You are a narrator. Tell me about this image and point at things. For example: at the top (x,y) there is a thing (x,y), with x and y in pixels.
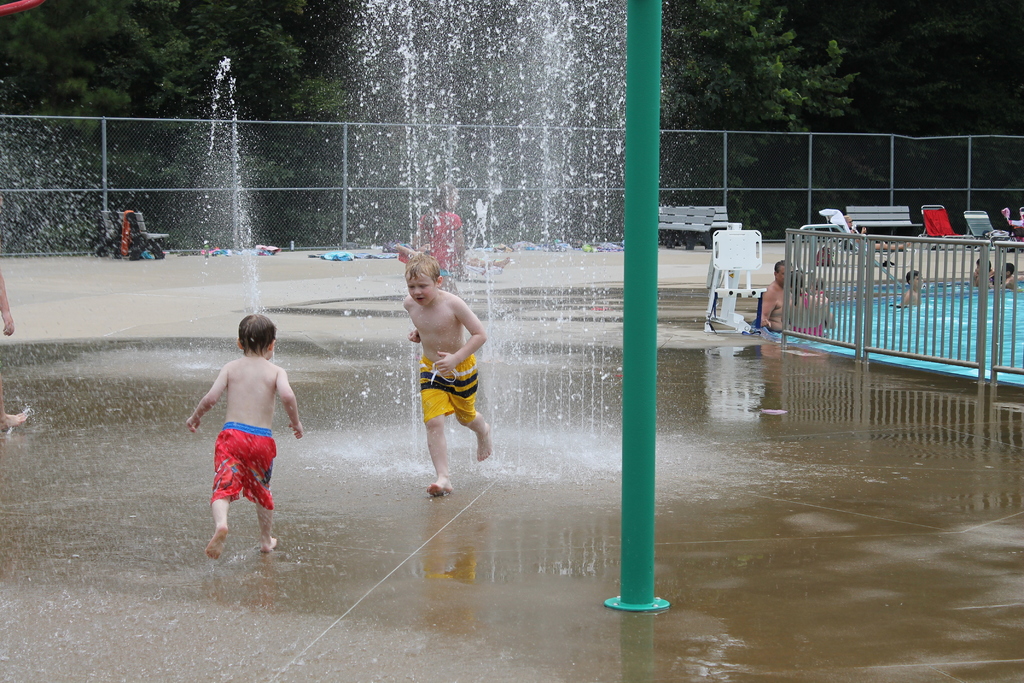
In this image, we can see two kids (254,438) in front of the fountain (543,55). There is a pole (645,381) in the middle of the image (641,395). There is a barricade (810,265) in front of the swimming pool (940,290) contains some persons (779,293). In the background of the image (803,90), there are some trees (317,23).
